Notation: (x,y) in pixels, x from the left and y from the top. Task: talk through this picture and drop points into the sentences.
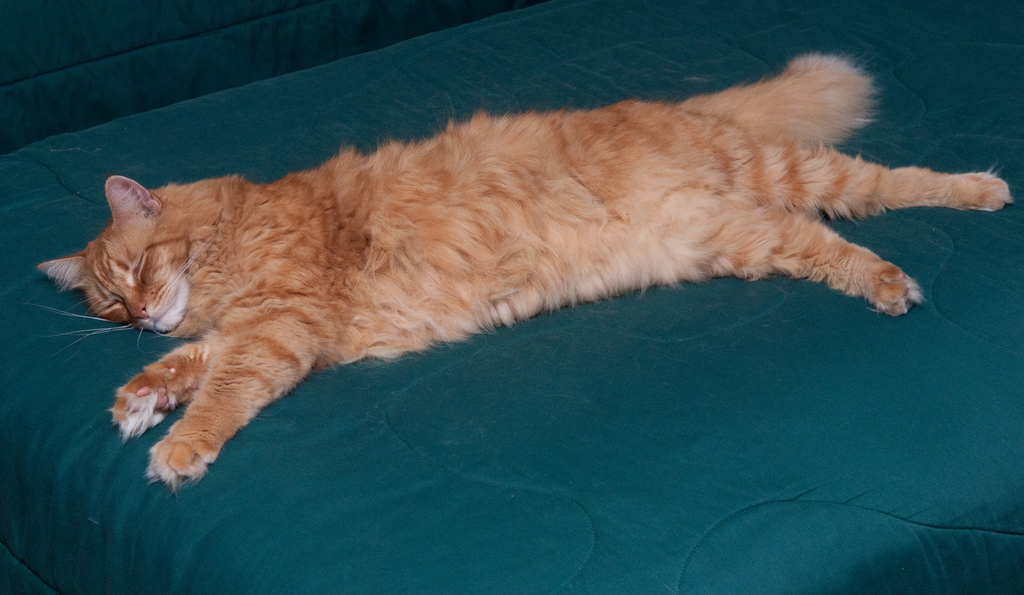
In the center of the image (576,342) we can see one bed (909,343). On the bed (8,42), we can see one blanket (622,324), which is in green color. On the blanket (537,370), we can see one cat (504,212) lying, which is brown and cream color.
